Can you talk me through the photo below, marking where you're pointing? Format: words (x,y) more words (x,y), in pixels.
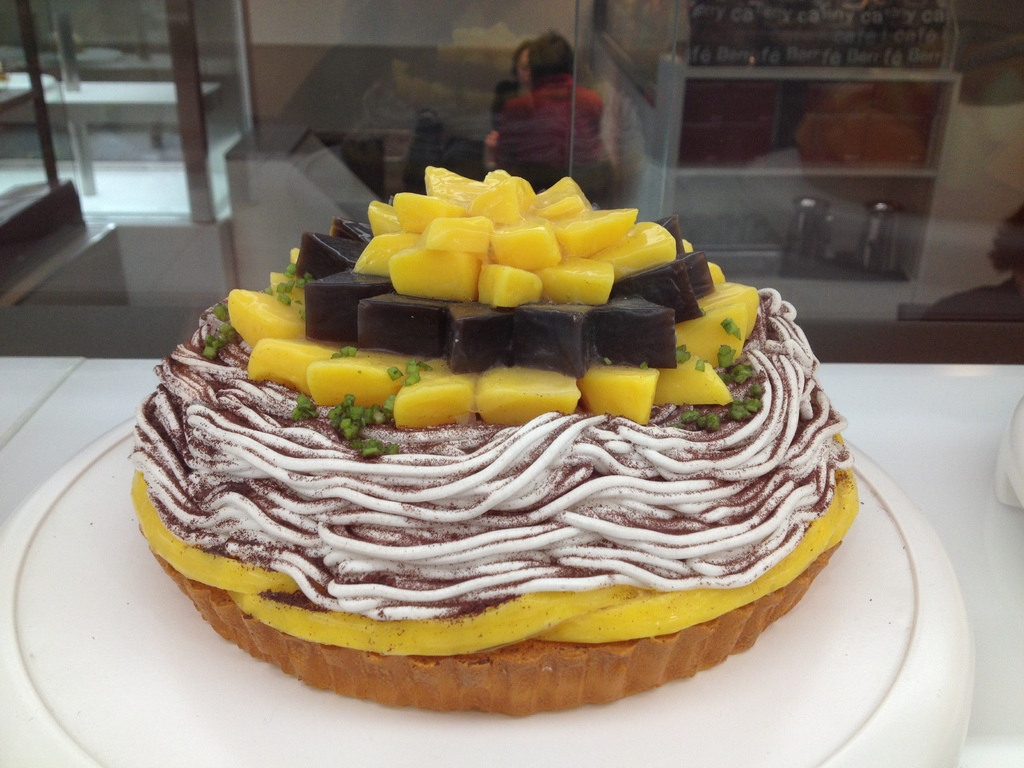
In this image there is a food item (408,398) placed on a plate (912,524), which is on the table (978,471), behind the table (939,512) there is a glass (376,92) through which we can see there are a few people (508,90) sitting and there are few objects (882,154) placed in a rack (889,170), on the left side of the image (103,234) it seems like stairs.
